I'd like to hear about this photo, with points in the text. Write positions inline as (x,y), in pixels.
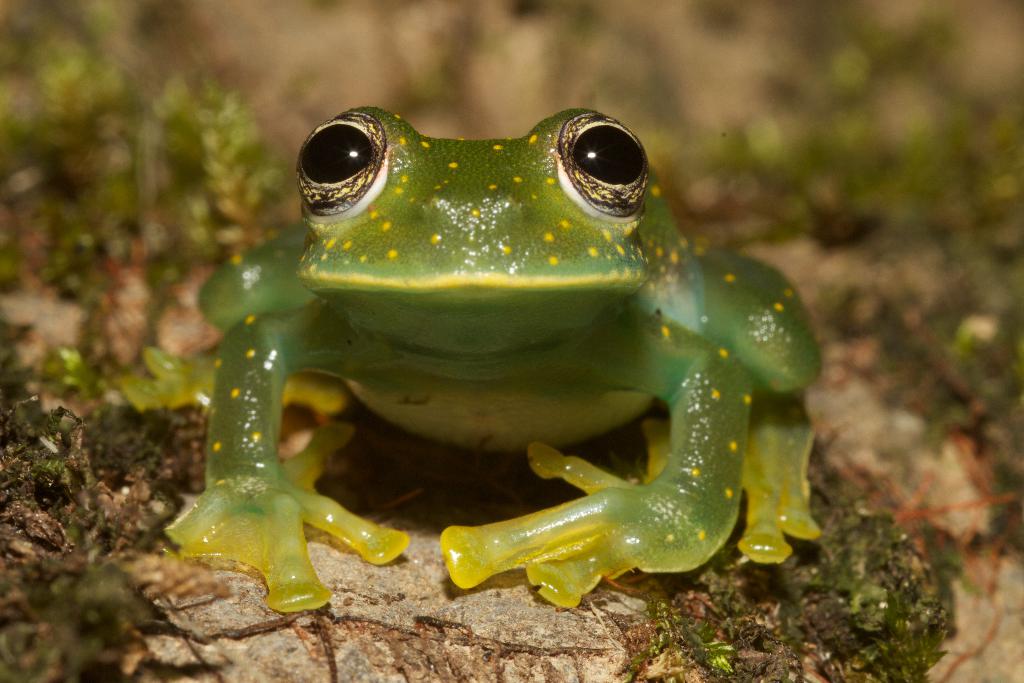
In the image in the center (654,334) we can see one frog (550,332), which is in green color. In the background (975,163) we can see plants (190,191).
